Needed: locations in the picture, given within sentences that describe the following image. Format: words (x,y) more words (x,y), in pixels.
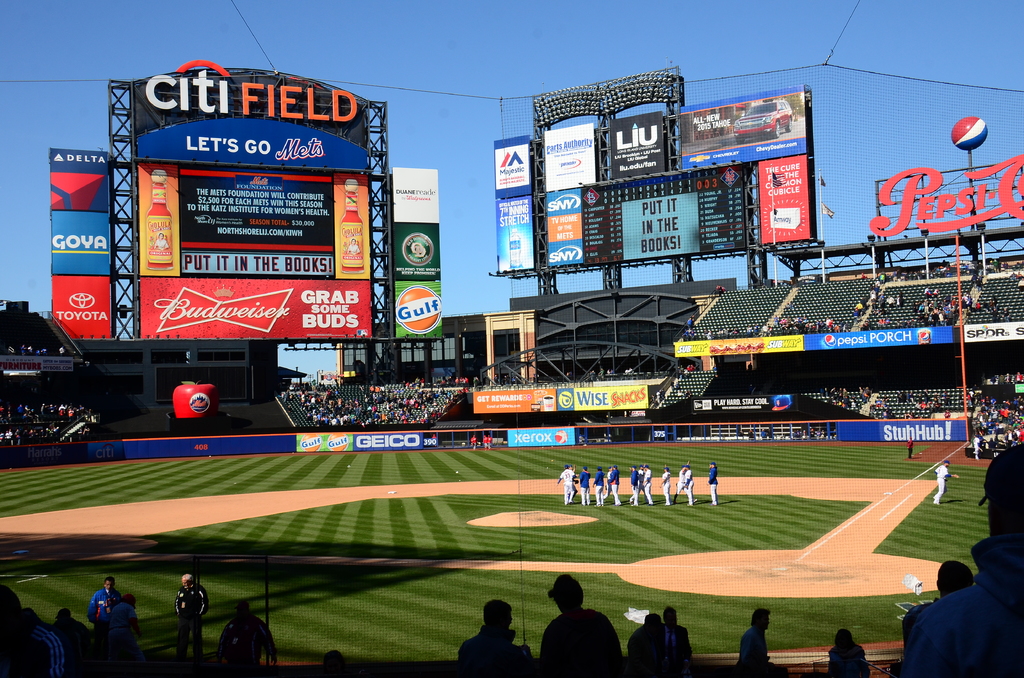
In this image there is the sky (534,23) towards the top of the image (527,12), there are boards (408,207), there is text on the boards (698,133), there are chairs (307,423), there are group of audience (419,395), there is a playground (481,518), there are persons (663,485) on the playground (677,511), there are persons (955,636) towards the bottom of the image (958,649), there is a pole (962,321) towards the right of the image (960,287).
